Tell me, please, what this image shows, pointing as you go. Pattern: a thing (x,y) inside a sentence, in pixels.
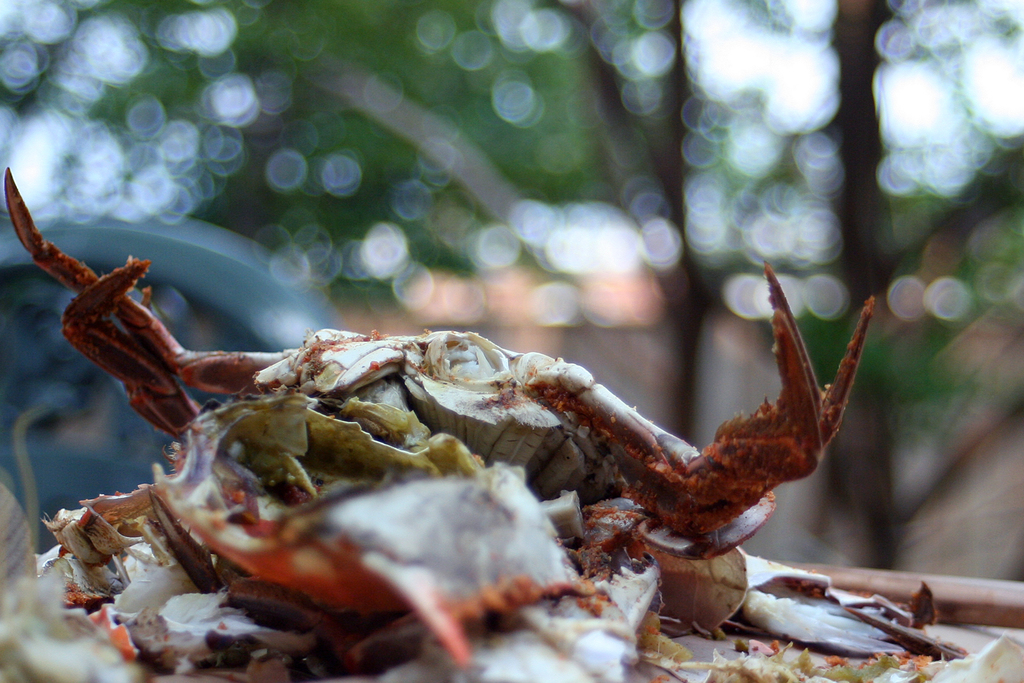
In the image in the center (500,435) we can see one crab (502,490). In the background (489,112) we can see trees (380,231) and one chair (204,235).
